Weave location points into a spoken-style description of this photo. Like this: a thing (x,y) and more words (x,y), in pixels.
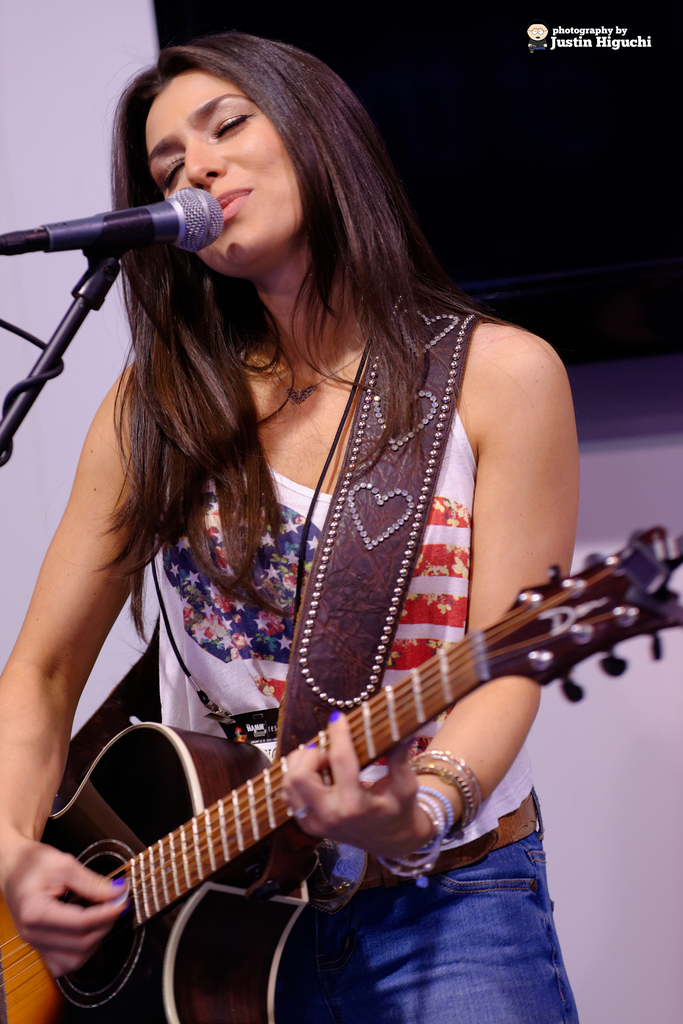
In this image, In the middle (447,507) there is a woman (497,752) she is holding a music instrument (180,945) which is in black color and she is singing in the microphone (158,237) which is in black color.
